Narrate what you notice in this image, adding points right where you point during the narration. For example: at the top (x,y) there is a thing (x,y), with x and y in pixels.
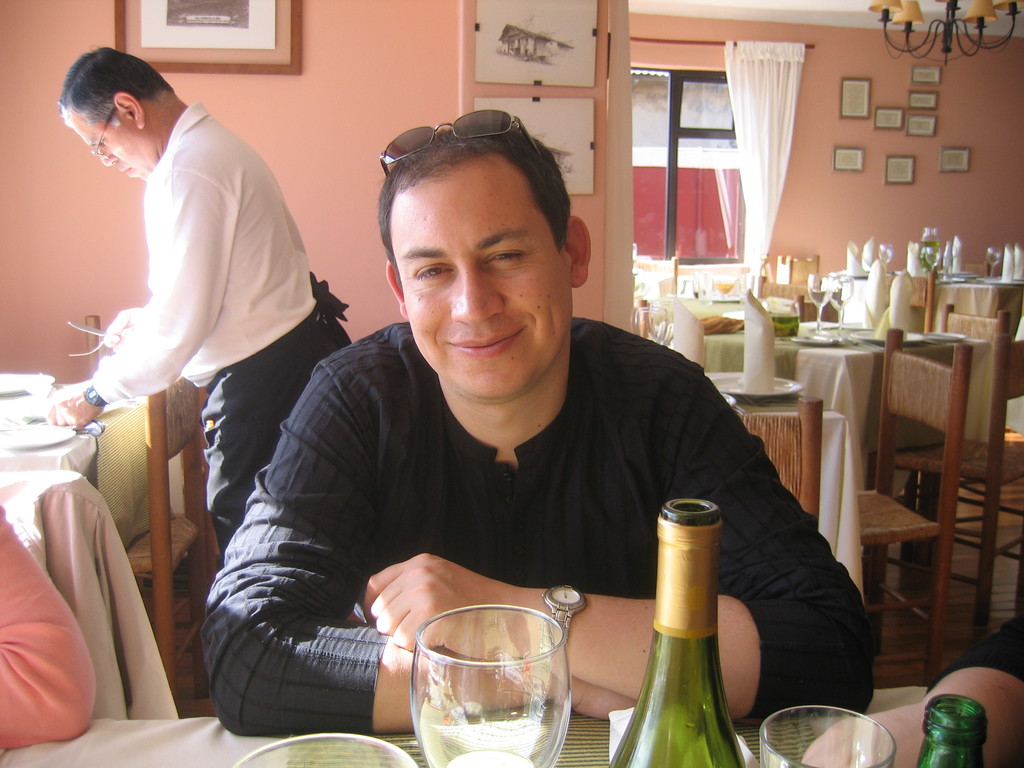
In this image I can see two men (256,385) where one is standing and one is sitting. I can see one is wearing white colour shirt (233,314) and he is wearing black colour t shirt (527,548). I can also see few chairs (928,386), tables (856,450) and on these tables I can see number of glasses (928,261), bottles (665,567) and napkins (953,266). In the background (693,112) I can see number of frames (135,17) on these walls (994,52), a window (659,166) and a white colour curtain (737,165).
